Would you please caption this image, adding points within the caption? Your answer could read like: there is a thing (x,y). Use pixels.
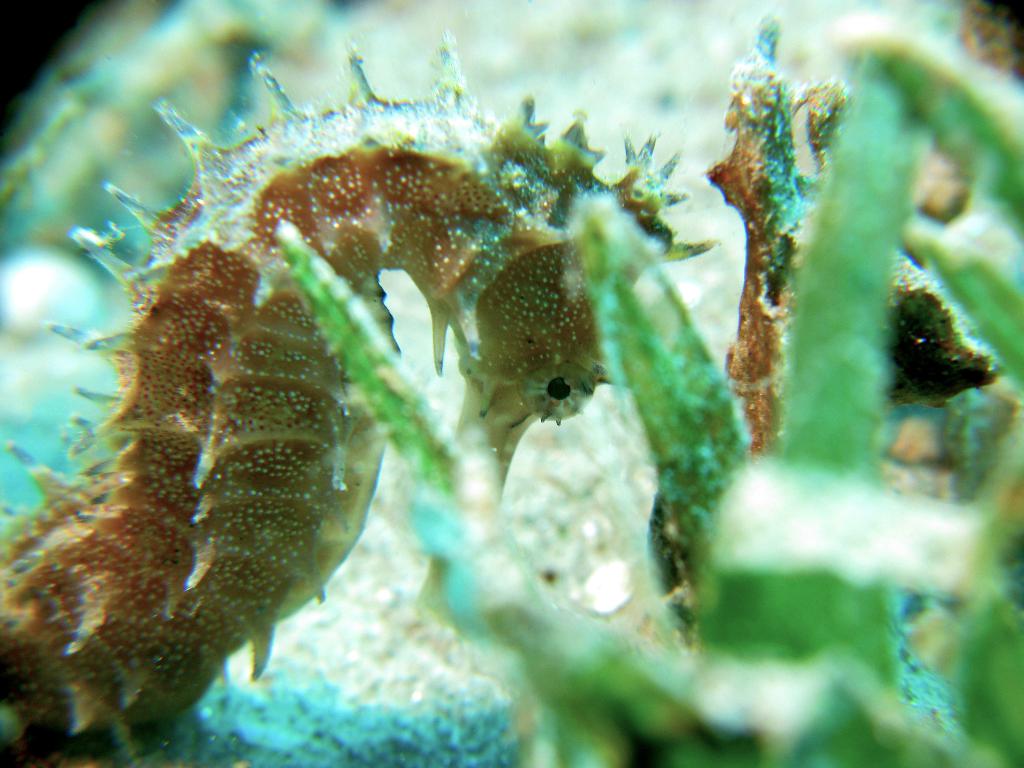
In the foreground of this image (690,569), there is a sea horse (311,352) and it seems like there is an aquatic plant (758,628).
